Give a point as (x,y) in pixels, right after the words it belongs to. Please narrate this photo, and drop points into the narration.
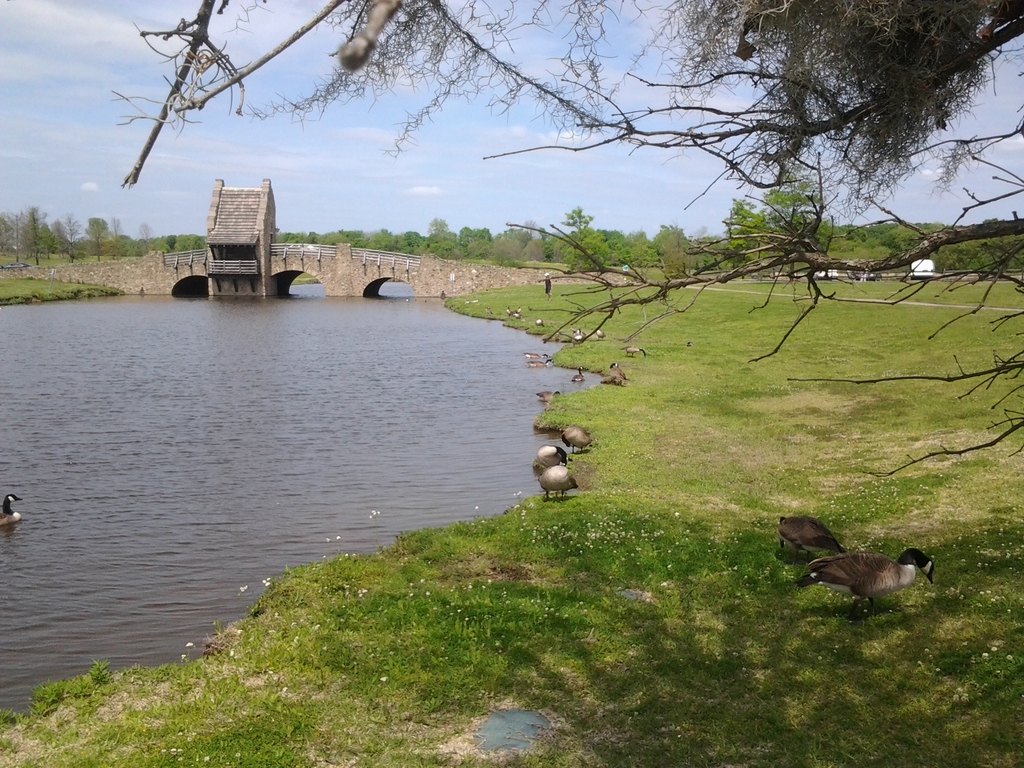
In this image we can see the bridge (287,273), water (133,352), grass (908,332) and also the birds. We can also see the trees (963,243) and also the sky (432,147) with some clouds (486,154).
